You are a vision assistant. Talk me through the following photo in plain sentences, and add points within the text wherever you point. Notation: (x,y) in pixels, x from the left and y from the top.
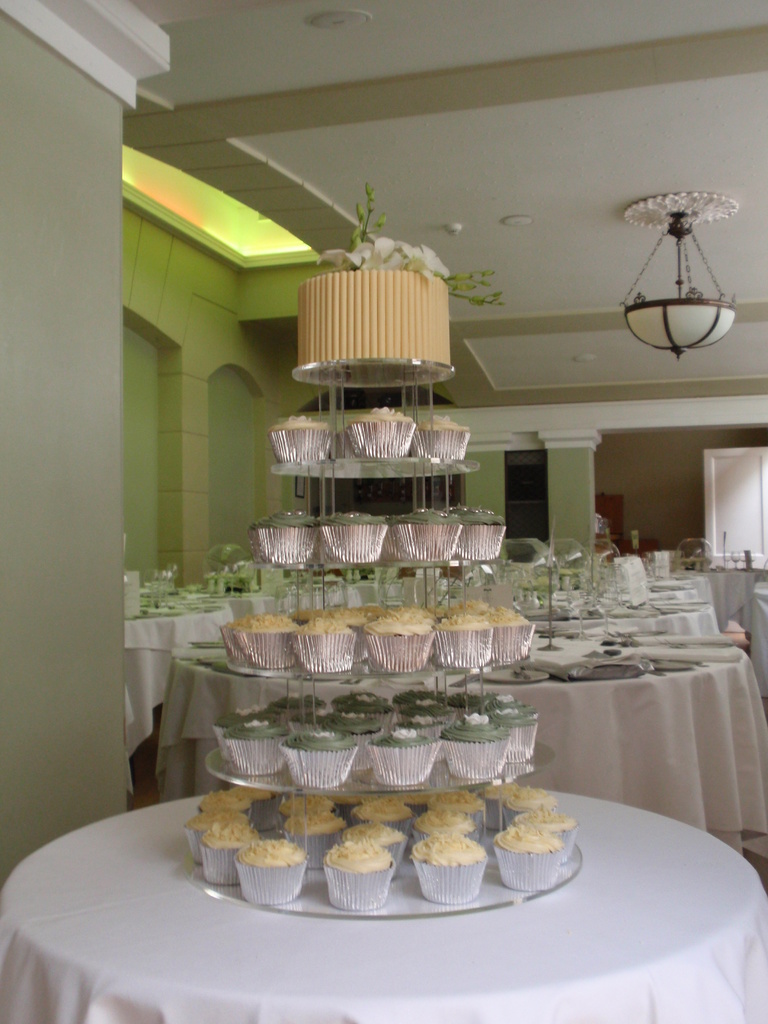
In this image I can see number of tables (483,583) and on it I can see white colour table cloths (749,614). In the front (487,885) I can see number of cupcakes (449,441) on a table (564,984) and on the top side of this image (632,327) I can see a light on the ceiling (643,255). I can also see number of stuffs (653,566) on these tables (731,614) in the background (556,590).
